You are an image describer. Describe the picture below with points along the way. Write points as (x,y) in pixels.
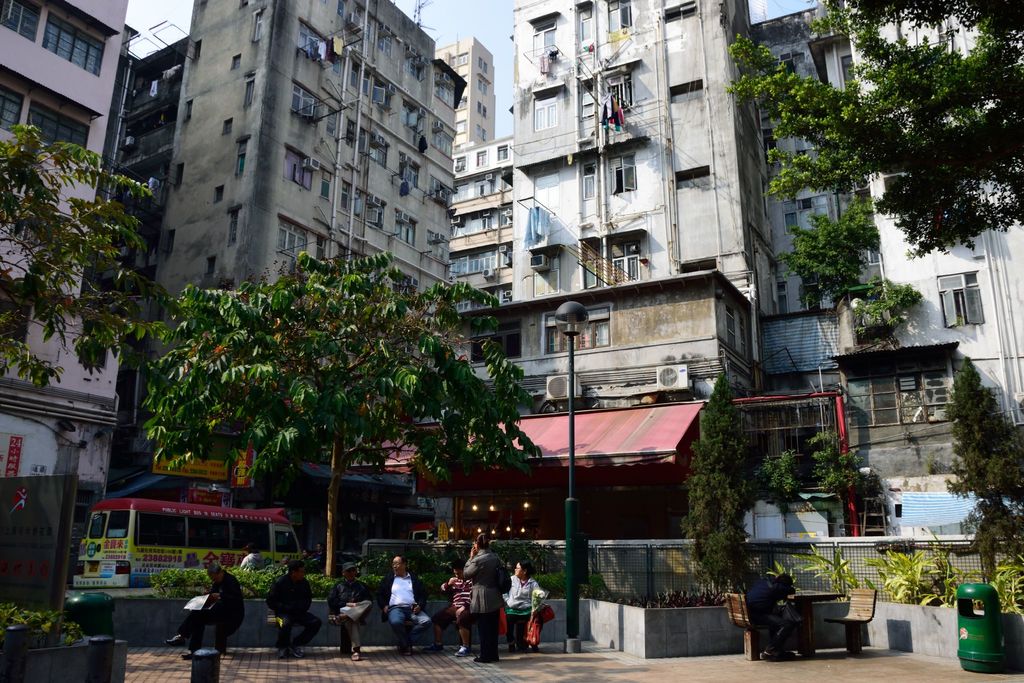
In this image there are a few people (412,599) sitting on the chairs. In front of them there is a woman (491,604) standing. Behind them there are plants (673,590). There is a railing (650,581) near to the plants (524,552). Behind the plants (366,561) there are vehicles (207,551) moving on the road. In the center (569,420) there is a street light pole (573,453). In the background (321,113) there are buildings (748,125) and trees (227,351). At the top (437,14) there is the sky (449,14).
